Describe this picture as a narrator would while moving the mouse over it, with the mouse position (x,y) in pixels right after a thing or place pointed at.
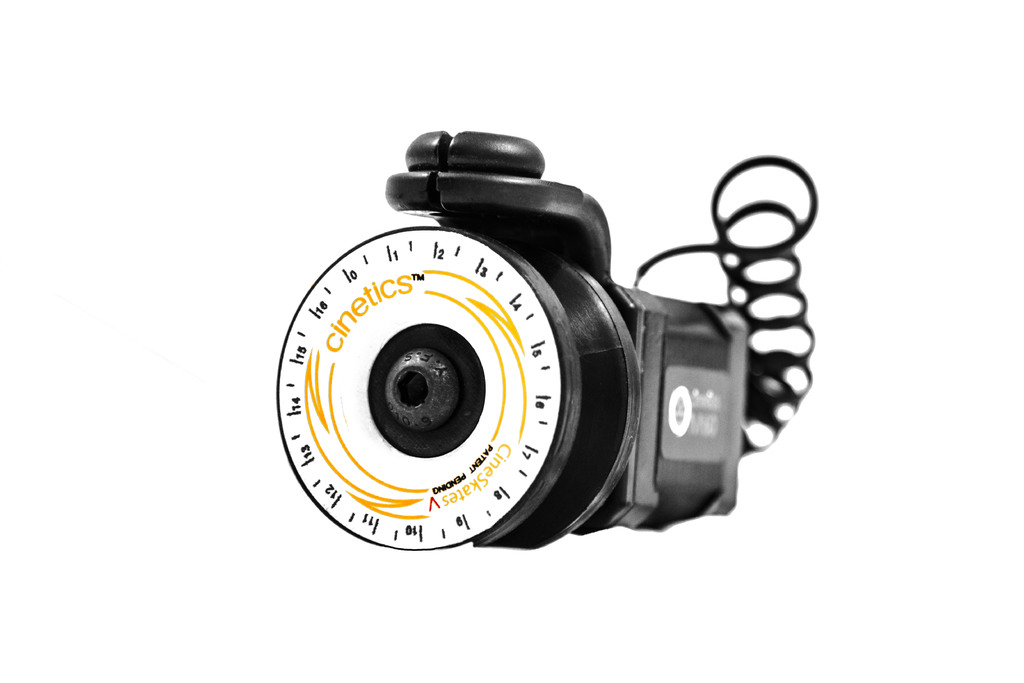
Here we can see a motor (584,310) and at the end there is a spiral cable (735,284) to it.
